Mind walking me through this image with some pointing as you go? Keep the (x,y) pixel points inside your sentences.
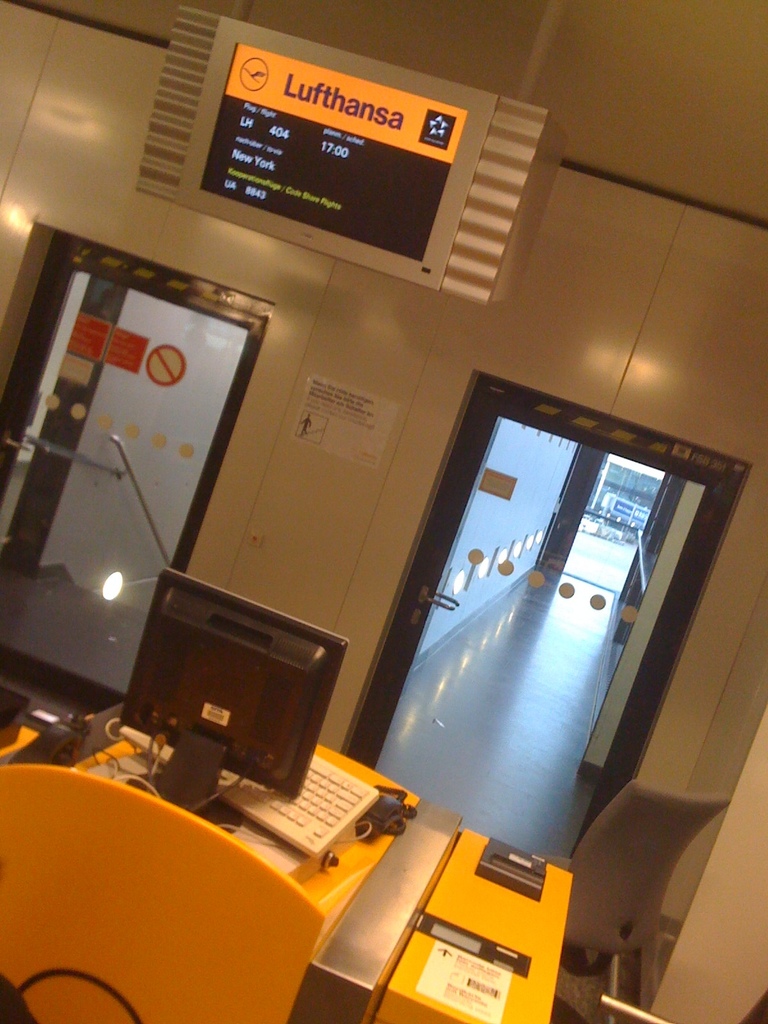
In the image in the center (266,680), we can see chairs (592,872) and one table (396,957). On the table (418,957), we can see one monitor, keyboard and a few other objects (439,962). In the background (661,317) there is a wall (405,481), sign boards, glass doors (96,478) etc.
